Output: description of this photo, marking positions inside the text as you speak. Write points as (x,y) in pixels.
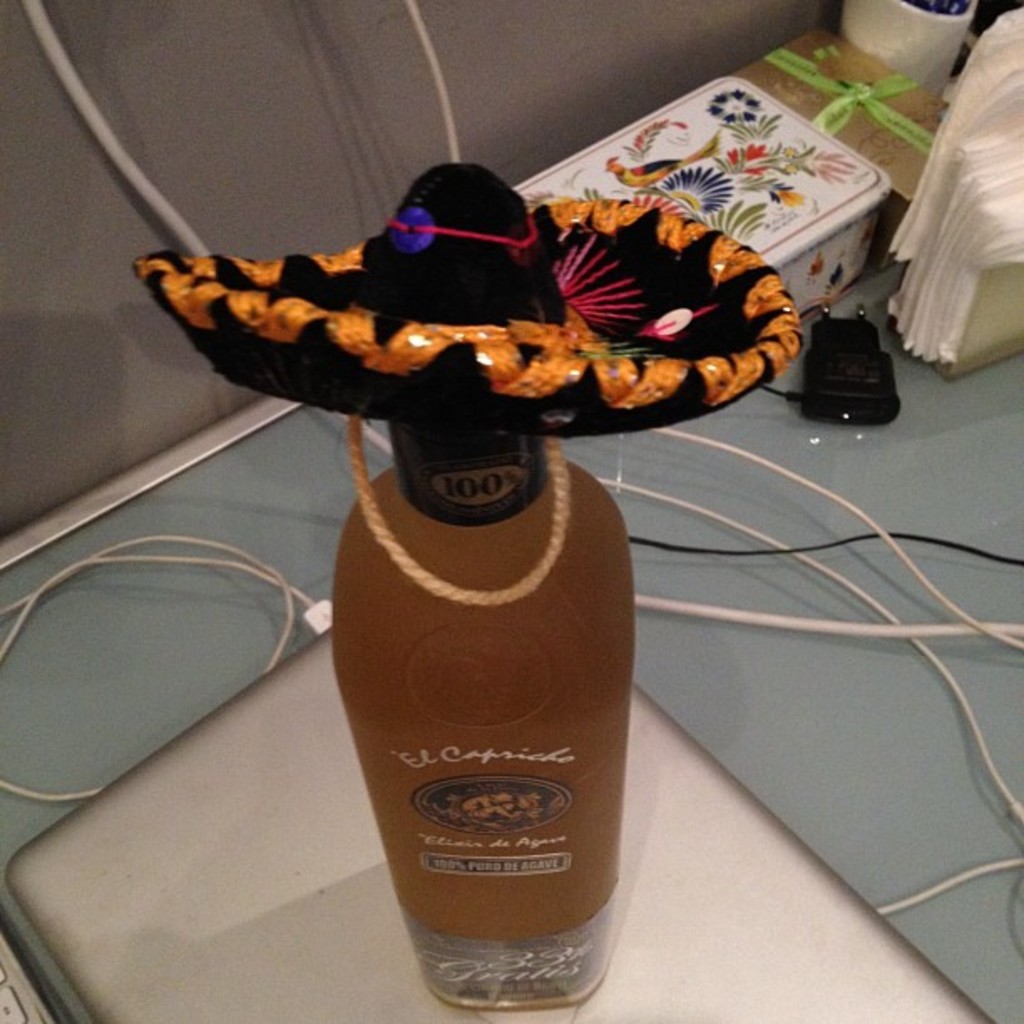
In this image there is a bottle (421,683) which is placed on the laptop (345,867) and on the bottle (503,485) there is a hat (481,391) and in the background (907,191) there are some cables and a box (681,159).
